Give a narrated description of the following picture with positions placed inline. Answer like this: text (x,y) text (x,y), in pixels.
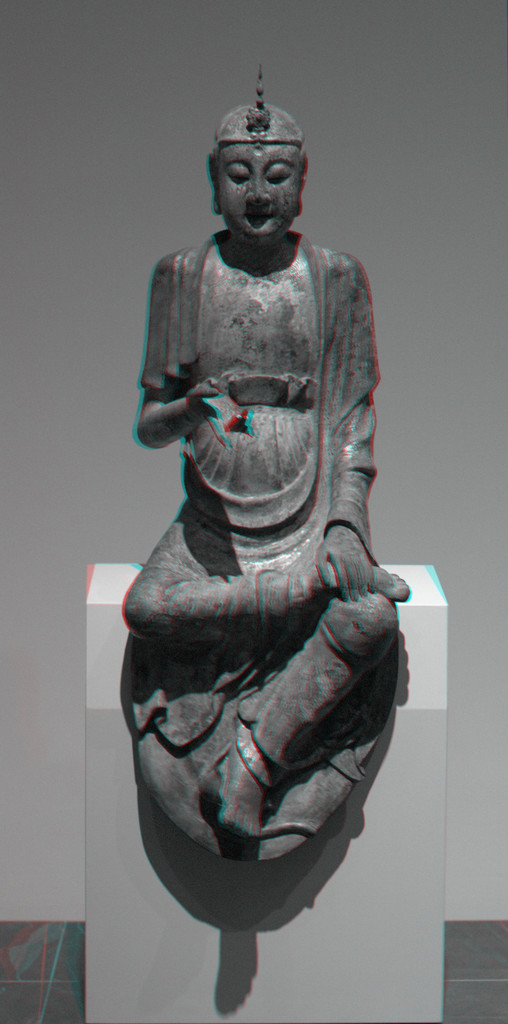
This is a black and white picture where we can see Buddha sculpture (223,456) placed on the white surface (425,578).
